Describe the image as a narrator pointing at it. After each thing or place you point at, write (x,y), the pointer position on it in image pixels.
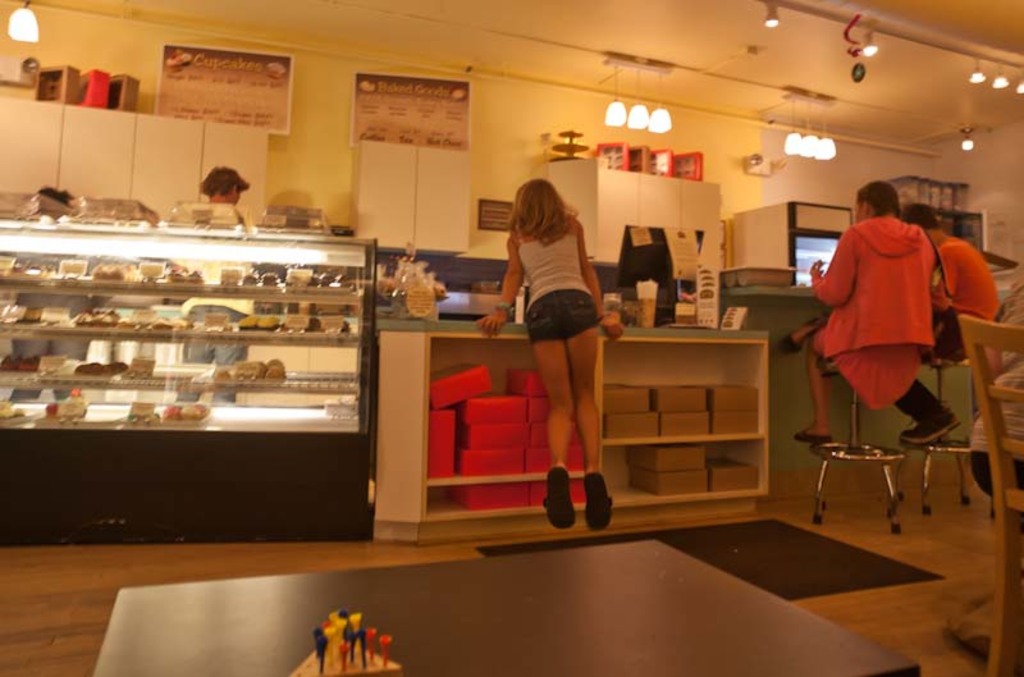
The picture is taken inside a room (798,179). There is food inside the glass box (191,345). There are carton (468,495) under the counter (756,293). People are sitting on chairs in front of the counter (638,327). A girl (561,239) is propped up on her hands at the counter (768,296). In the background (798,225) there are cupboards (116,149), fridge (759,227), poster (392,114). On the ceiling (669,61) there are lights (620,117).
